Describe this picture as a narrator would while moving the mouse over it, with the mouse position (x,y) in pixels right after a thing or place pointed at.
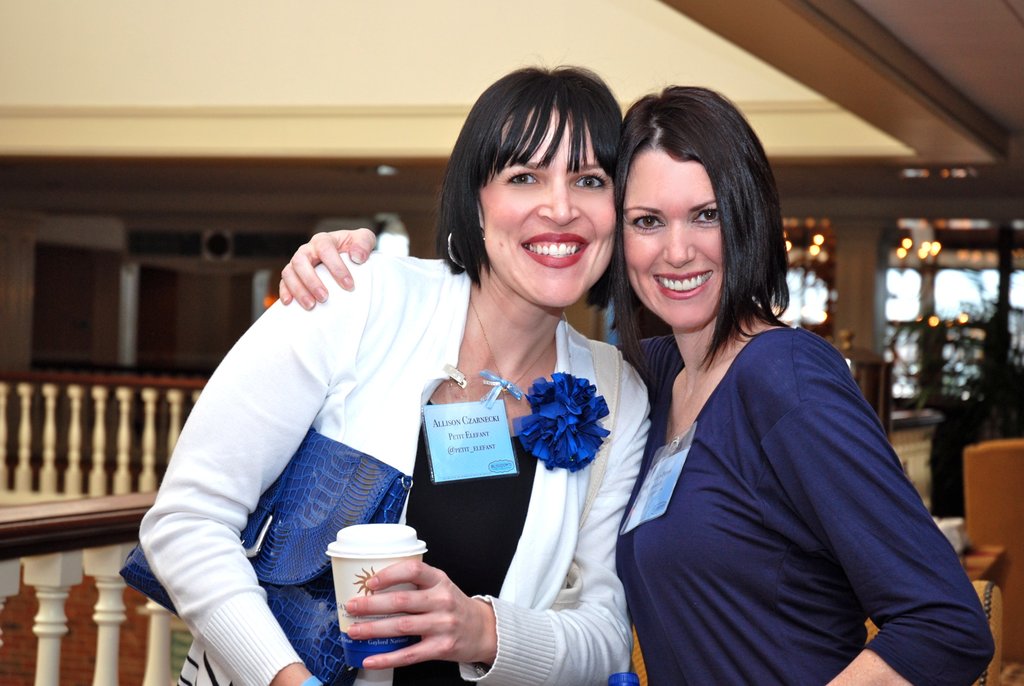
In the image there are two women (442,405) standing in the front (676,299), both are smiling, the woman (583,282) on left side (337,578) holding a coffee mug (404,587), this seems to be clicked inside building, on left side (59,544) there is a fence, the woman (667,638) on right side (844,514) wore navy blue dress (797,488) and the woman (394,315) on left side (328,366) wore black shirt (448,504) with a white jacket (539,486) above it.
